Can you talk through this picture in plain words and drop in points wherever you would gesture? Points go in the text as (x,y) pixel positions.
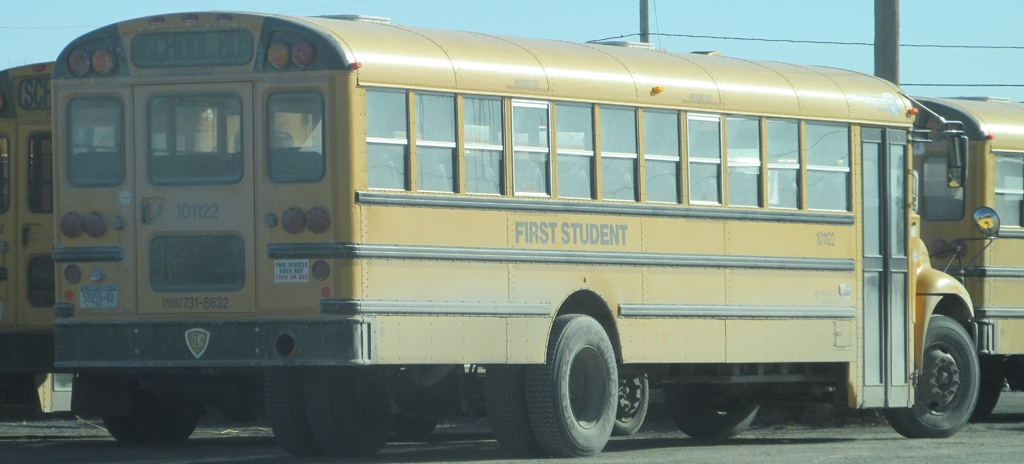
In this image there are school buses (516,213) parked on the road (793,447). In the background (882,51) there are poles (890,40) with the wires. At the top (57,59) there is the sky (44,25).
